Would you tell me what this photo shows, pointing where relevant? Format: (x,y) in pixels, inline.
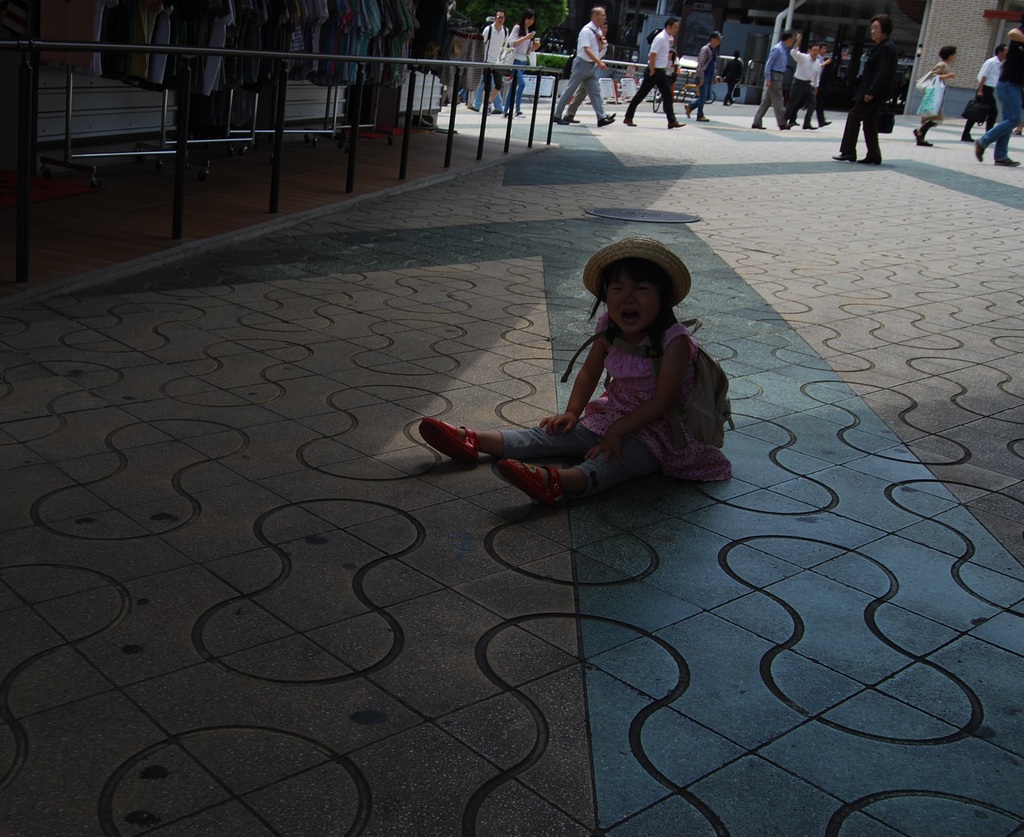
At the center of the image (643,451) we can see there is a little girl (591,451) sat on the road (594,608). On the left side of the image (194,128) there are some clothes (217,43) are arranged on the rack (160,22), in front of that there is a railing (181,140). In the background (576,107) there are few people (727,98) walking on the road (895,130).
